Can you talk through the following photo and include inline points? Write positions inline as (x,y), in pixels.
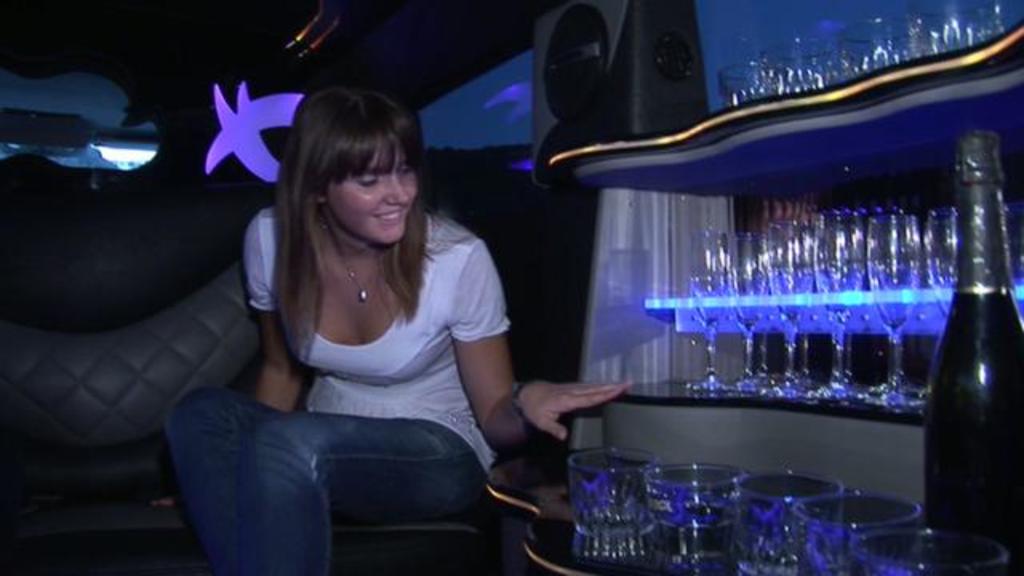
There is one woman (286,427) sitting on the sofa (127,405) as we can see on the left side of this image (177,366). There are some glasses (736,541) and a bottle (926,400) kept in a rack (735,155) is on the right side of this image (770,239).
